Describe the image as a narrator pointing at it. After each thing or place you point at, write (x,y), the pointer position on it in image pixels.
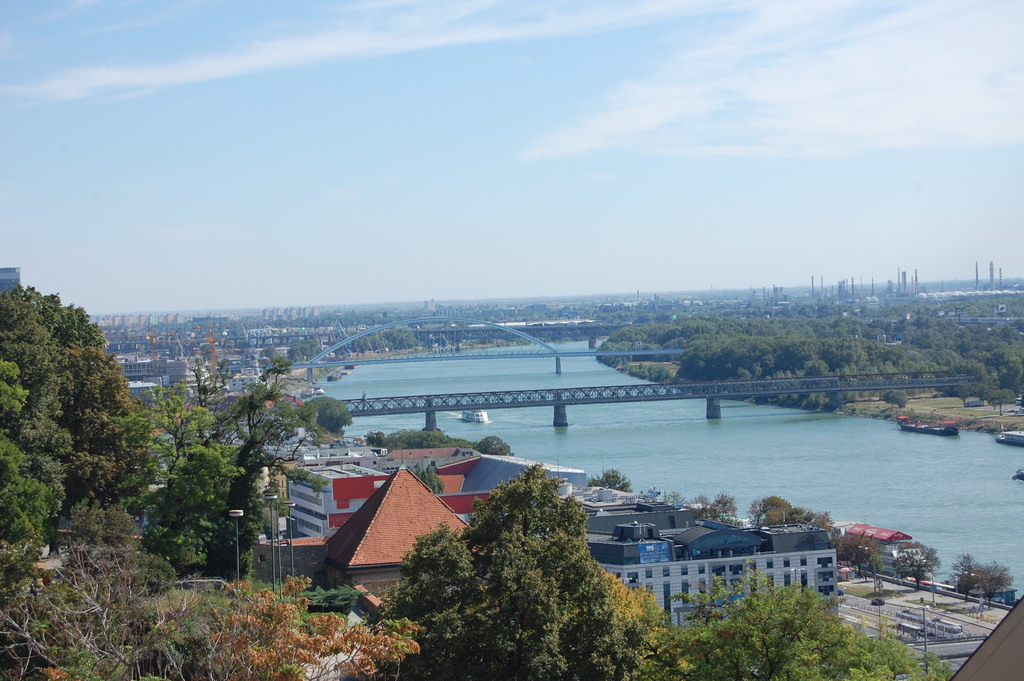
In this image, we can see trees (697,649), buildings (380,452), roads (996,624), poles (982,610), and bridges (556,422). Here few ships (467,421) are above the water (806,479). At the top of the image (617,178), there is the sky (544,178).
